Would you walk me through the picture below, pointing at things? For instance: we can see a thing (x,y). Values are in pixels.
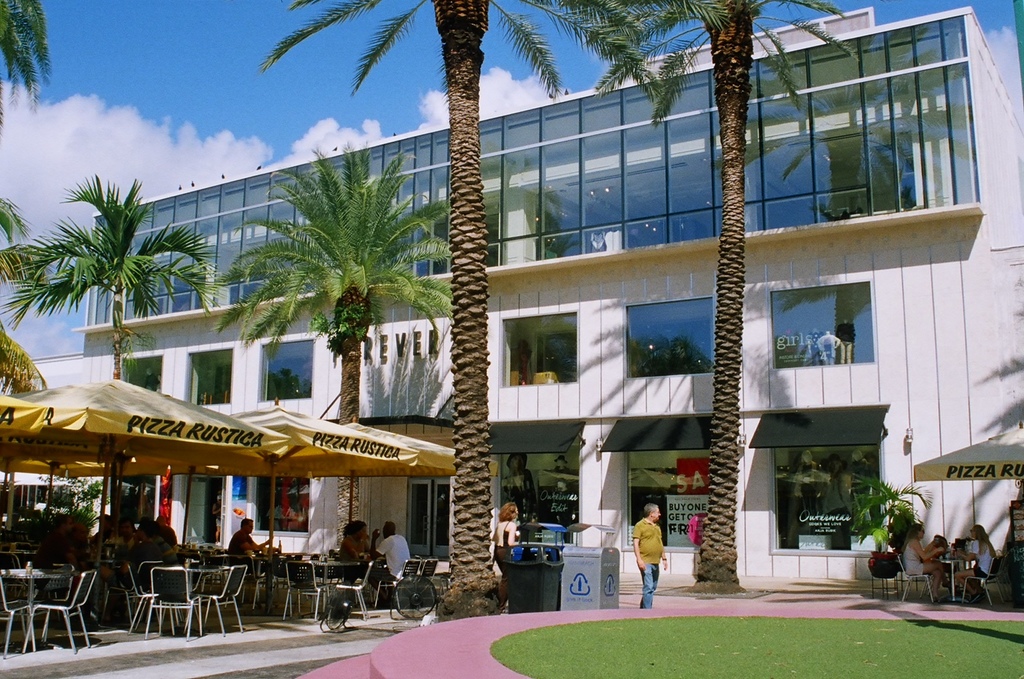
As we can see in the image there is grass (848,636), tents (283,471), buildings (313,384), windows (670,343), trees (717,38), sky (308,8), clouds (105,126), chairs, few people (170,549) here and there and tables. On the right side (978,470) there is an umbrella (1002,456).
